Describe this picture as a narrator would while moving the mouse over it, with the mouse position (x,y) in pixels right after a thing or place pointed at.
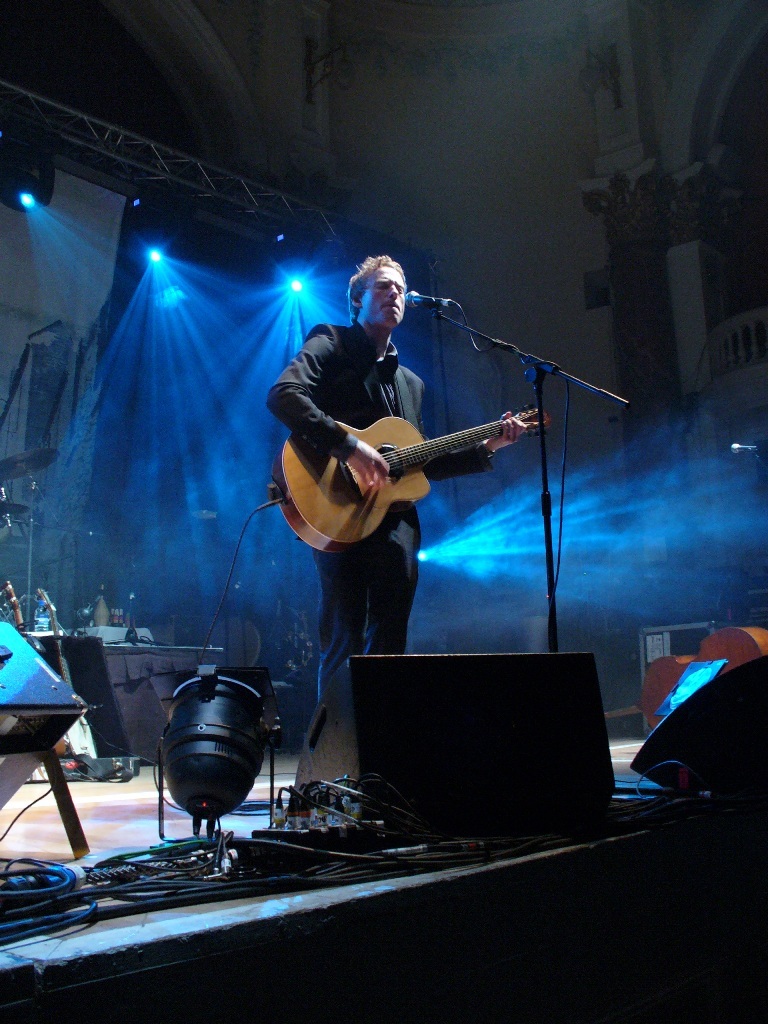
At the top (287,335) we can see lights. Here on the platform (278,772) we can see a man (387,286) standing in front of a mike (443,301) and playing guitar (307,479).
